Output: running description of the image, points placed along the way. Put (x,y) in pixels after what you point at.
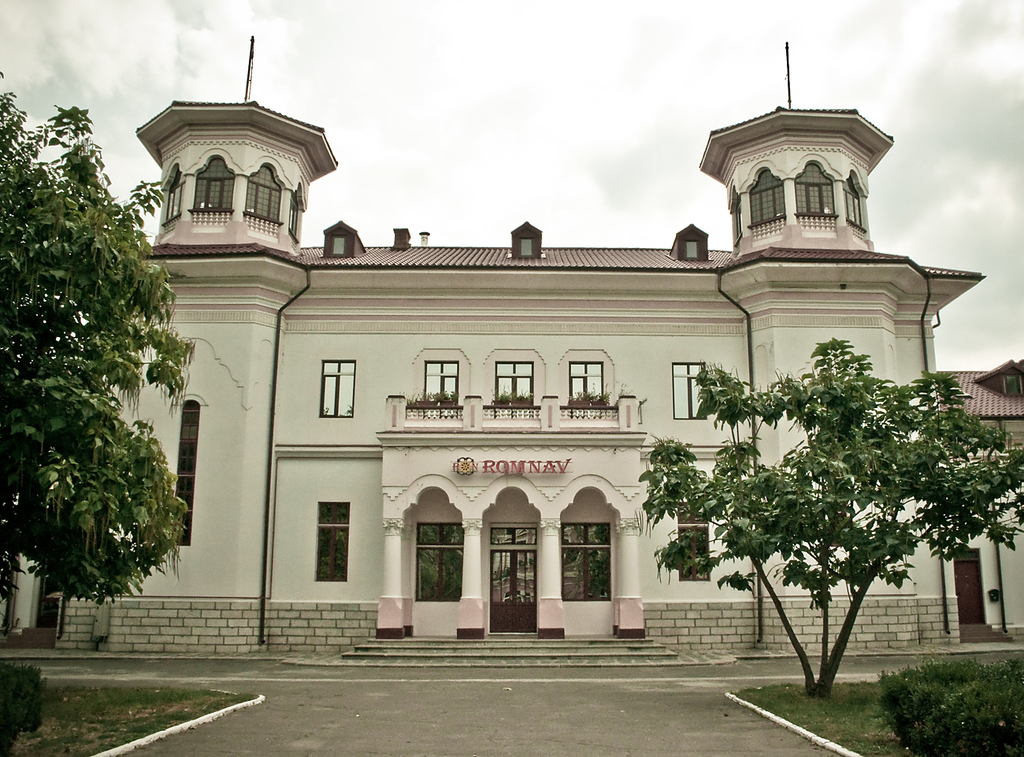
In this image I can see a road (446,710) in the front (541,724) and on the both side of it I can see grass (174,707), plants (970,714) and trees (900,421). In the background (434,302) I can see a building (608,429), number of windows (512,370), clouds (430,41) and the sky (940,184). In the centre of this image (517,467) I can see something is written on the building (543,440).
